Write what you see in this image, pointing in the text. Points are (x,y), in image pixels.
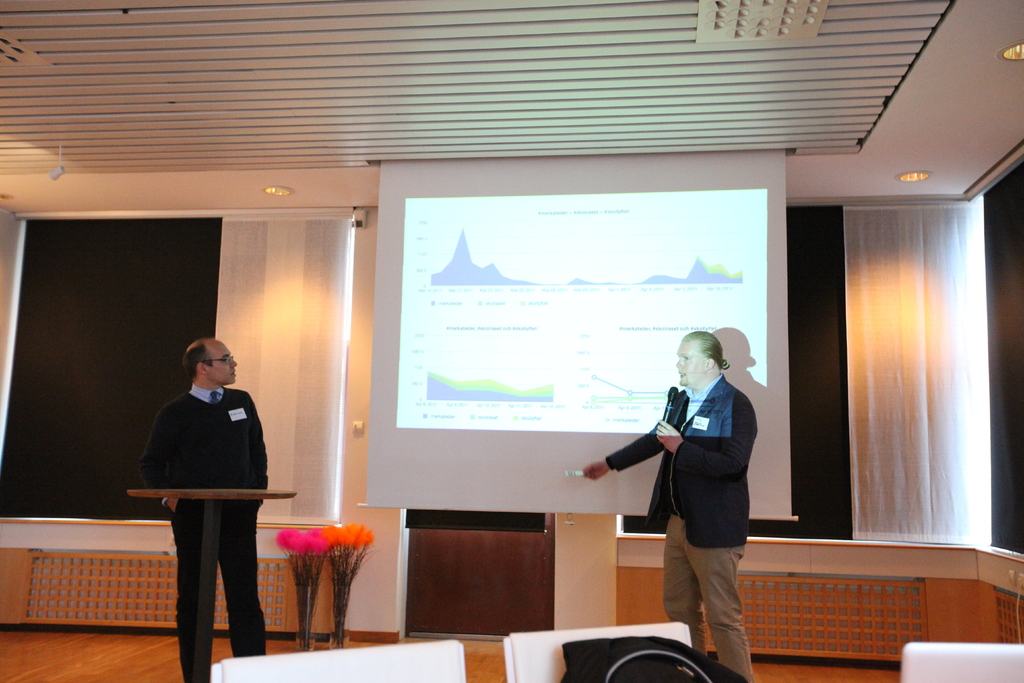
In this picture we can see there are two people (252,539) standing and a person (674,422) is holding a microphone (671,403). In front of the other person (215,431) there is a table (213,558) and chairs (515,669) and on the chair (558,658) there is a black object (598,656). Behind the people (659,499) there are decorative plants (294,563), a projector screen (414,382) and window shutters (857,365). At the top (912,179) there are ceiling lights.
